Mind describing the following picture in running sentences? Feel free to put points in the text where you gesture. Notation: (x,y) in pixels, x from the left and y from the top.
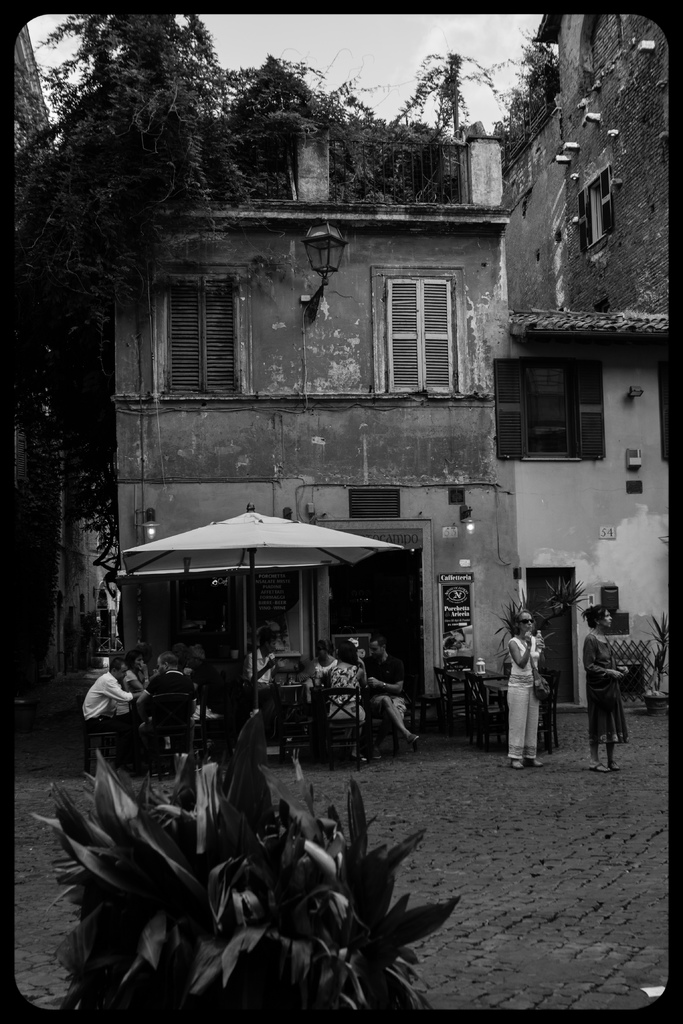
In this image, we can see some persons (371,681) wearing clothes (102,694) and sitting on chairs (301,725). There is an umbrella (251,575) in front of the building (459,471). There is a tree (273,157) and sky (343,71) at the top of the image (318,65). There are two persons (600,678) on the right side of the image (605,670) standing and wearing clothes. There is a plant (356,886) at the bottom of the image (282,938).
